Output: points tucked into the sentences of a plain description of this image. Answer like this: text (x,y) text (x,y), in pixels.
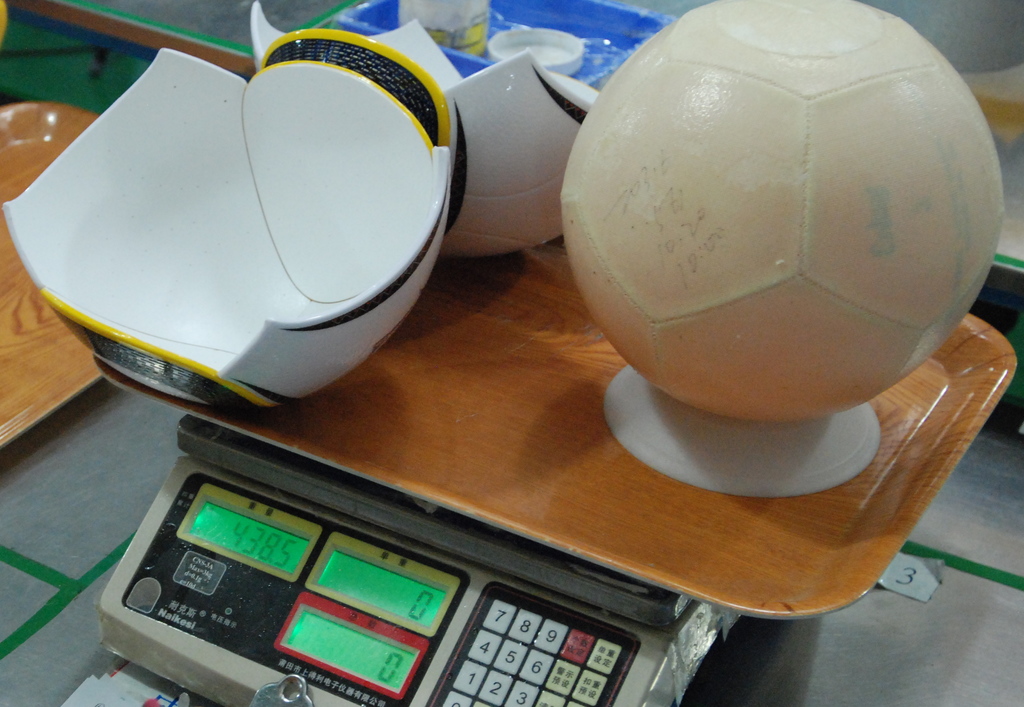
In this picture, we see a tray (553,414) containing a ball (831,351) and the white objects (526,198) is placed on the weighing machine (347,510). At the bottom (363,569), we see the keypad (466,693) and the digital screen (327,625) which is displaying the digits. On the left side (13,351), we see a brown color tray (46,355). At the top (210,39), we see a table (225,15) on which a blue color tray (543,13) containing a lid (552,56) and a white box (474,47).
